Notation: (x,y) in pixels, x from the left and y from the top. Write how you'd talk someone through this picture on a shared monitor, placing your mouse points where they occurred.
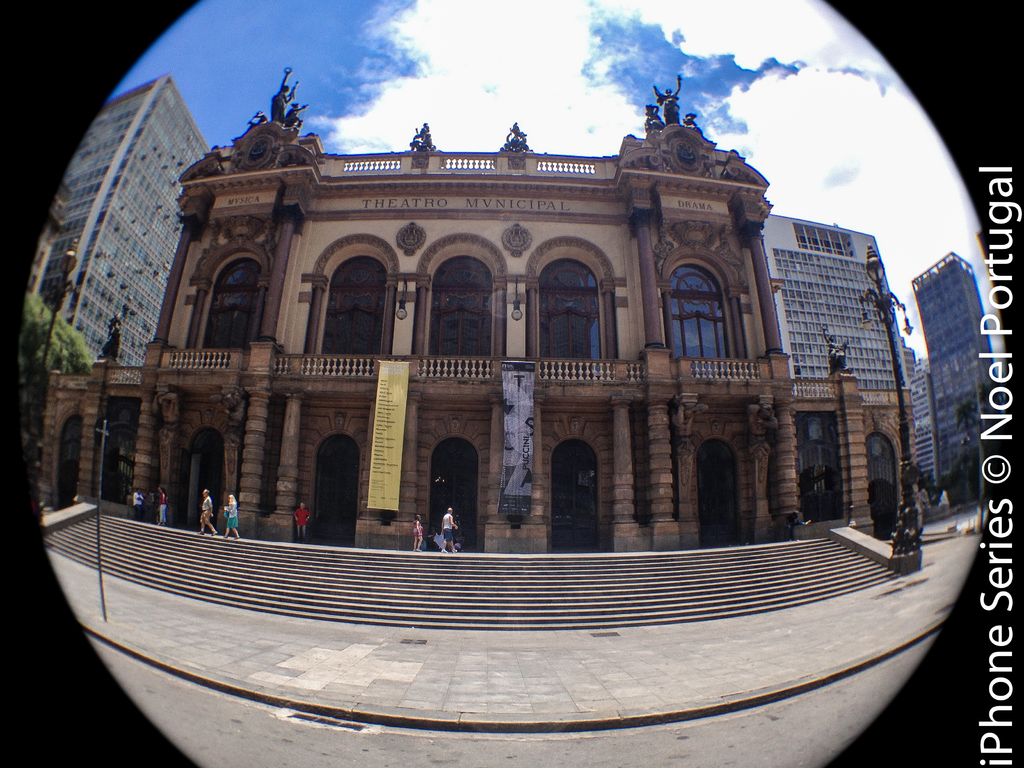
In this image, we can see a few buildings (650,424), trees (961,469), poles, with lights (908,325), glass windows (571,314), pillars (288,226), railings (407,357), banners (385,442). At the bottom (534,605), we can see few stairs (389,597), footpath (510,674) and road (452,760). In the middle of the image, we can see few people (456,543). Top of the image (545,82), there is a cloudy sky (534,70). On the right side of the image (990,219), we can see some text (995,410).
